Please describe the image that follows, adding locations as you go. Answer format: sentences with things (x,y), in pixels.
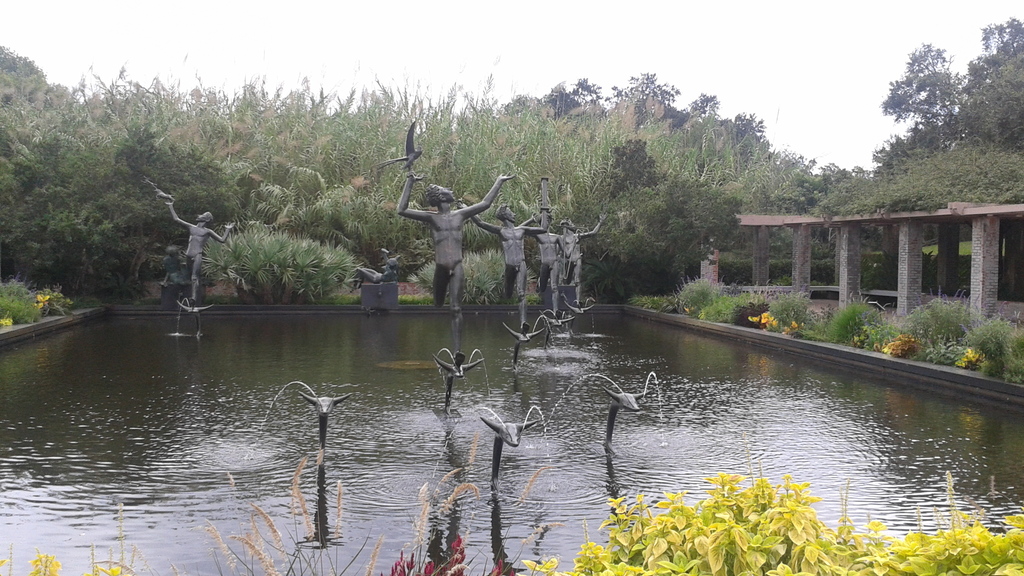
In this picture we can see a water fountain (539,440), statues (171,262), plants (709,514), pillars (975,298), and trees (28,75). In the background (339,30) there is sky (792,78).
